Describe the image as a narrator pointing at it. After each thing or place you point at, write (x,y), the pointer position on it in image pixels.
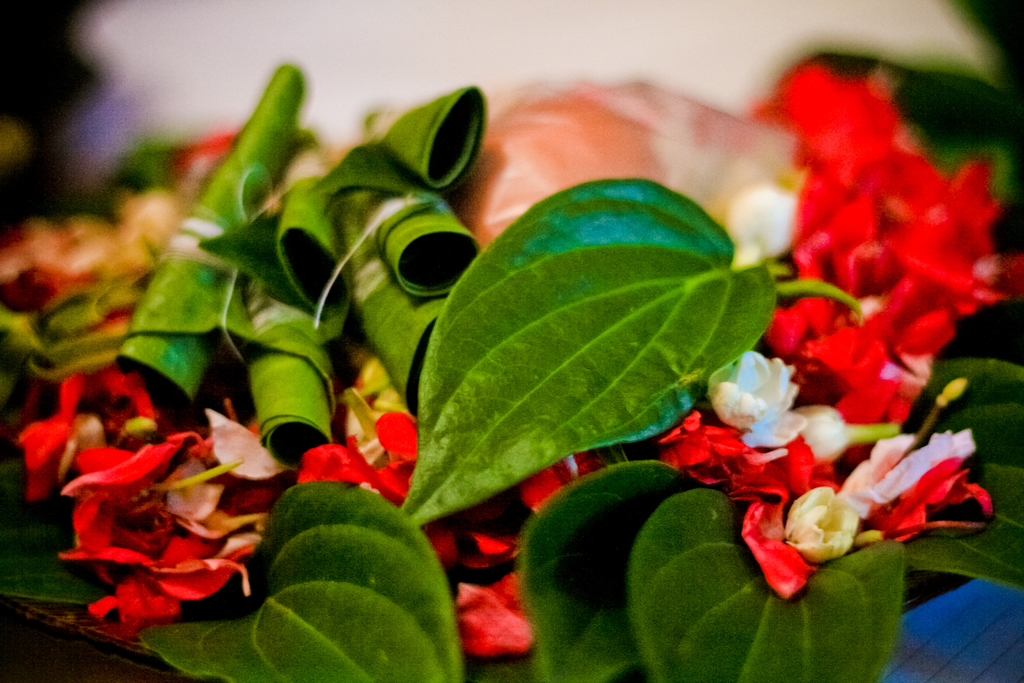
In this image I can see few green leaves (380,533), red and white color flowers (825,391). Background (394,83) is blurred.
